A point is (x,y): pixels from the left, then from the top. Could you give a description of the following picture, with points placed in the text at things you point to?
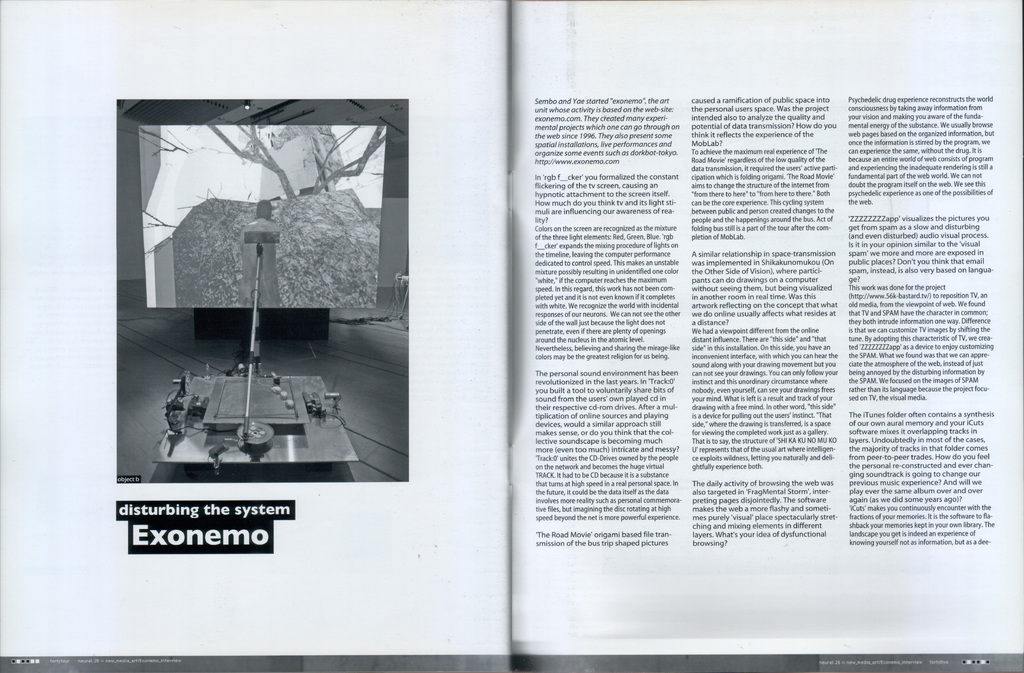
In this picture we can see a page (1018,646), in this page (982,618) we can see some text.
